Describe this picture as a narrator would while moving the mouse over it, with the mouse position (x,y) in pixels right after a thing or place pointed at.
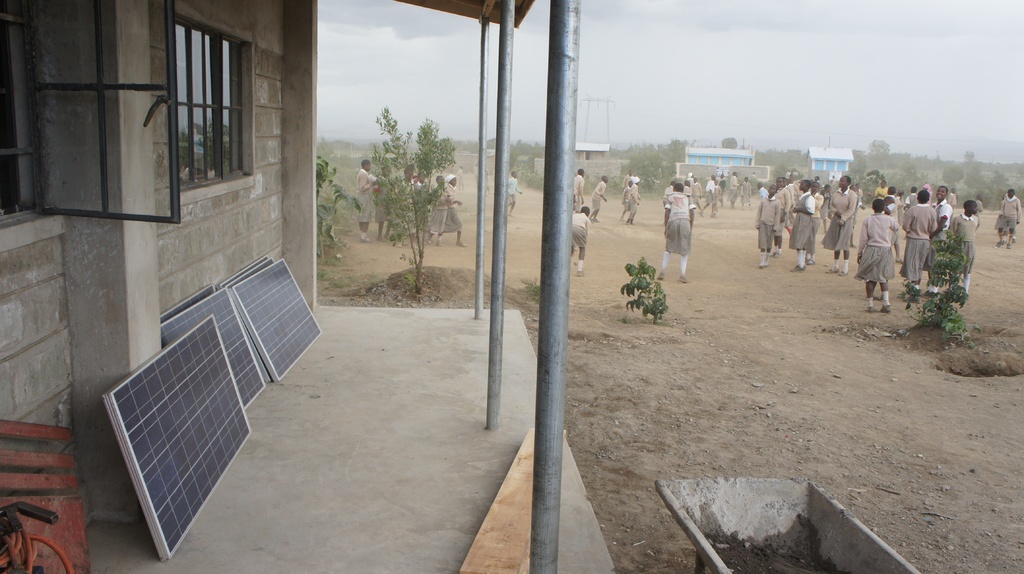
In this image we can see children (454,223) standing on the ground (705,378). In the background (778,156) we can see electric poles (601,98), buildings (267,241), plants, sky (490,54) with clouds (605,54), iron rods (562,61), windows (146,161), pipelines (556,38) and solar panels (201,472).
